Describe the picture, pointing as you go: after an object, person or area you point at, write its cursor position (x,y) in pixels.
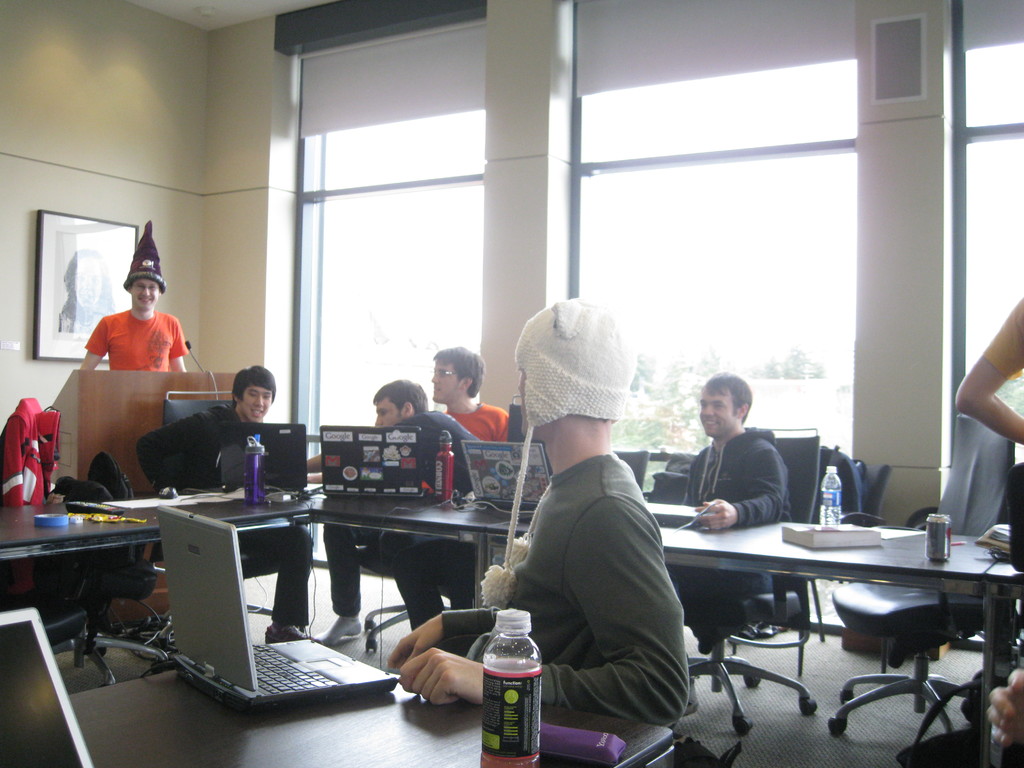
In this picture we can see a group of men (963,408) sitting on chairs (779,440) and they are smiling and in front of them on table (271,500) we have bottle (253,491), laptops (339,477), tape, papers (126,502), book (801,540), tin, wires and in background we can see wall (183,219), frame (102,243), windows (441,230), pipe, pillar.
